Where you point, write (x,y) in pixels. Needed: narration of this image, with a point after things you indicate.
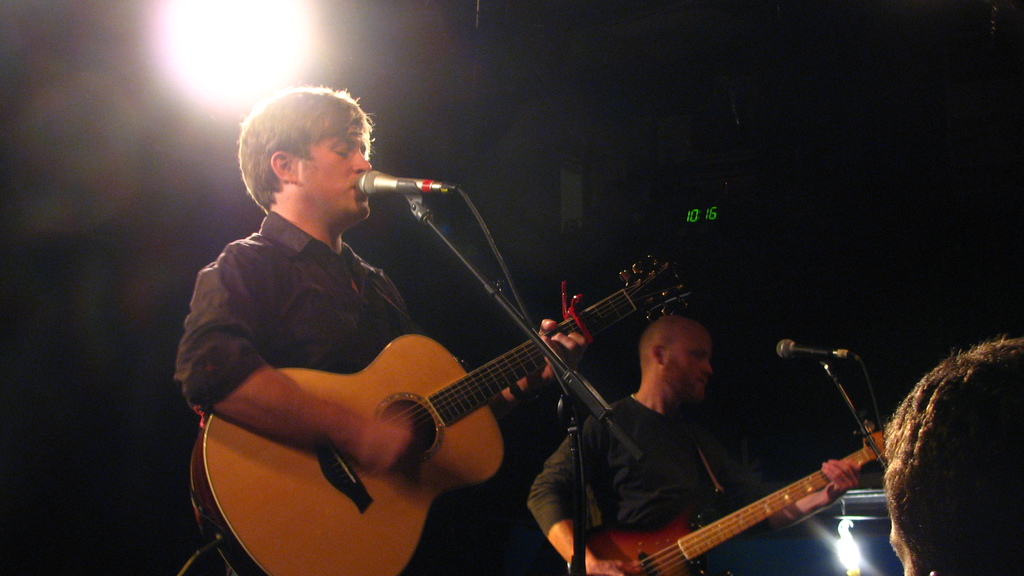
In the image we can see there are people (554,521) who are standing by holding guitar (472,476) in their hand (824,495) and there is mic (379,184) in front of them with a stand (577,522).
